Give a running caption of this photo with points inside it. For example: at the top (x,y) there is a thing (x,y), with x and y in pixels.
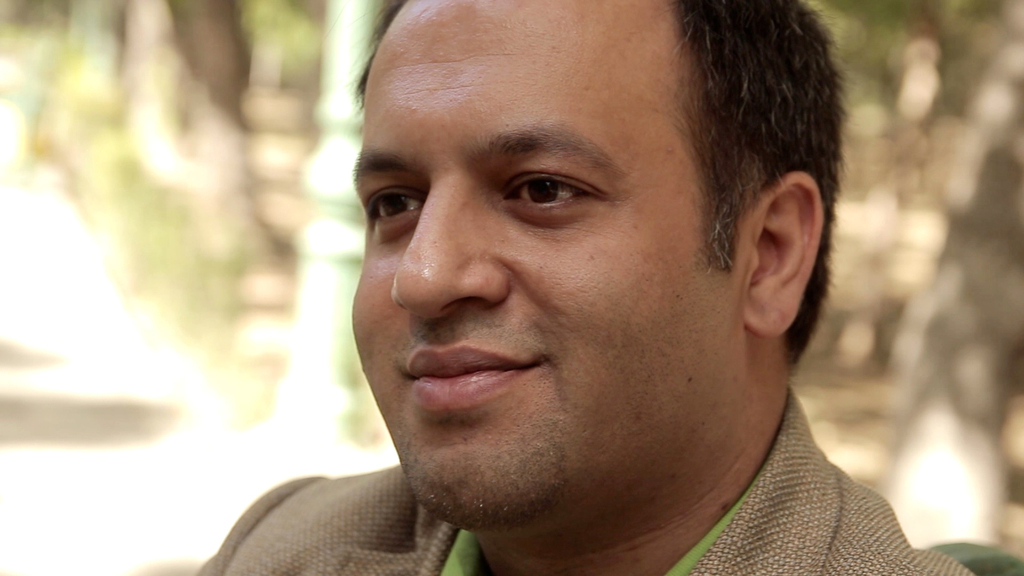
This image consists of a man (437,560) wearing brown suit (389,541). The background (19,313) is blurred.
